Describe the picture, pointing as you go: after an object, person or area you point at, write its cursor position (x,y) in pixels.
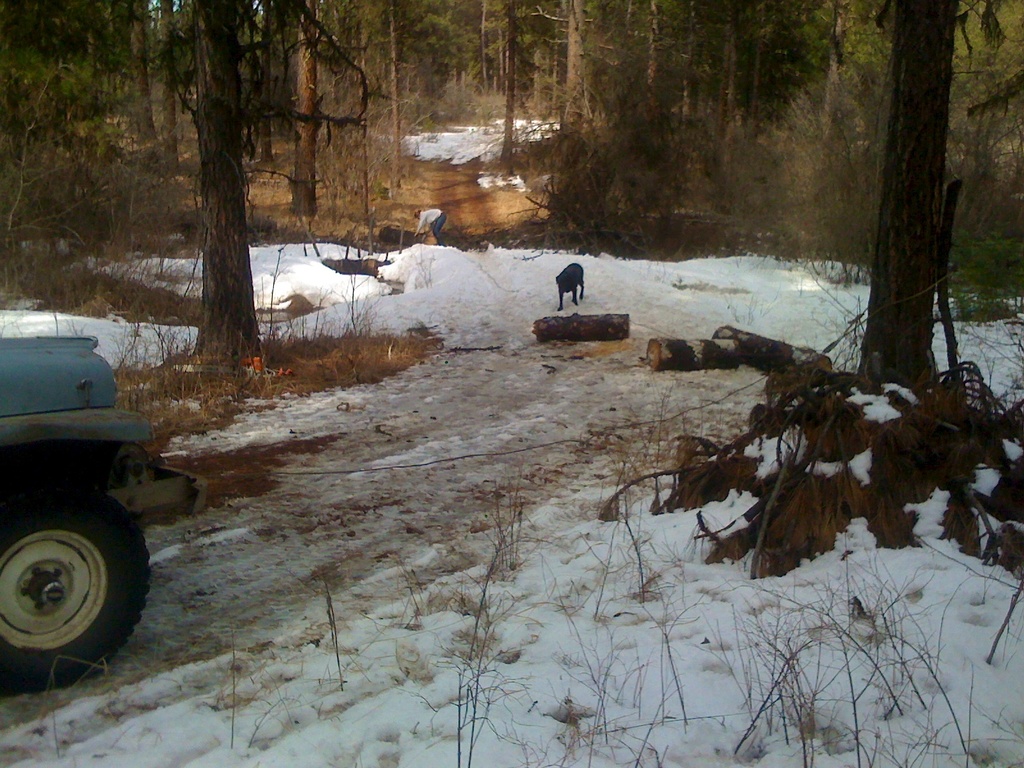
This is the picture of a place where we have a dog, person (439,233), car (22,479) on the floor (637,420) which has snow (542,459) and around there are some trees (81,126) and plants (219,420).
